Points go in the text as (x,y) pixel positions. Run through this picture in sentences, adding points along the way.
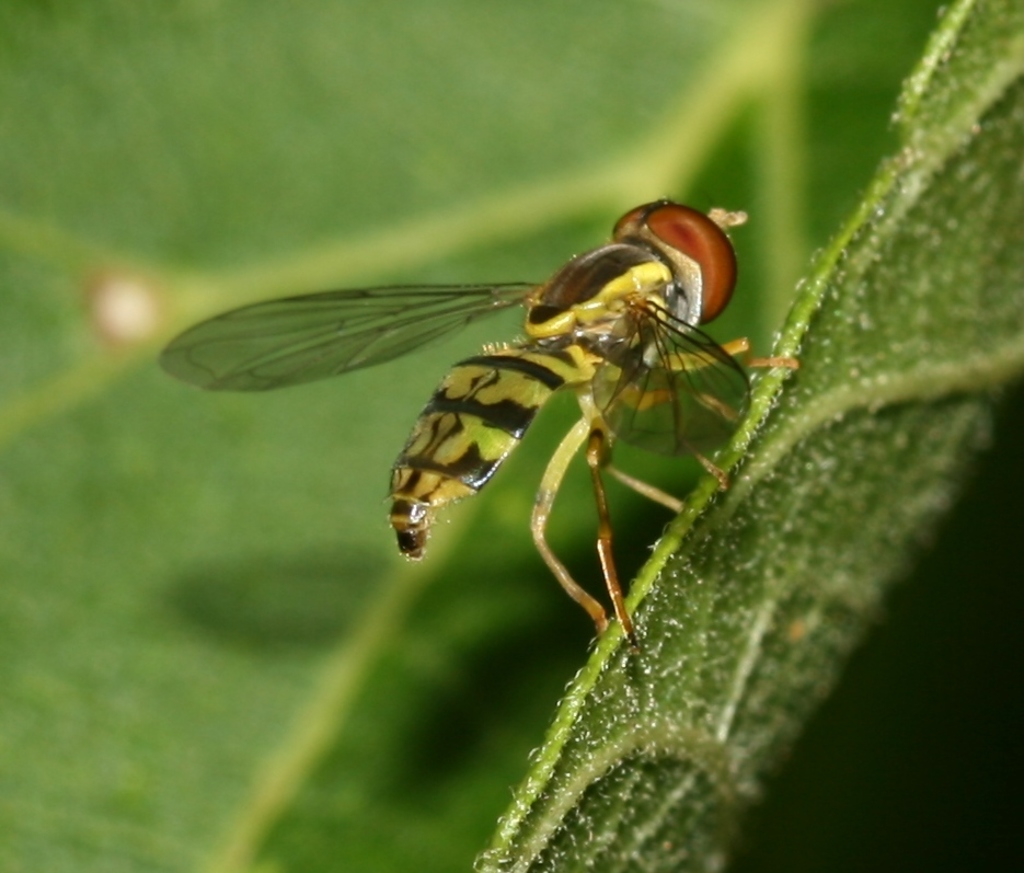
This image is taken outdoors. In the background (573,629) there is a leaf (364,263). The leaf (551,584) is green in color. In the middle of the image (490,376) there is a fly (539,339) on the leaf (596,638).
